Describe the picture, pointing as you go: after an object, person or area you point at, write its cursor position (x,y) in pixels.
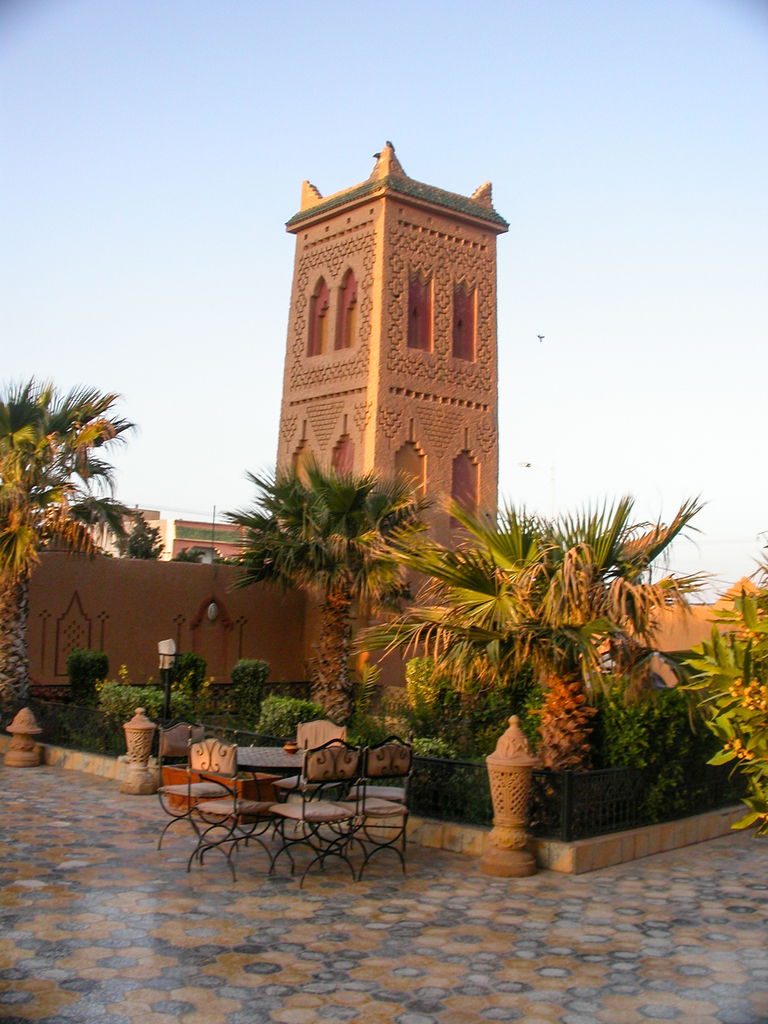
To the bottom of the image (274,952) there is a floor (214,855). On the floor (55,795) there is a table (289,764) with chairs (231,774) around it. Behind the table (244,760) there is a garden (537,688) with plants (547,692) and trees (321,708). And to the garden (125,704) there is a fencing (233,736). And in the background (308,463) there are walls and there is a tower (437,430) with wall (293,335). To the top of the image (252,112) there is a blue sky (601,485).
